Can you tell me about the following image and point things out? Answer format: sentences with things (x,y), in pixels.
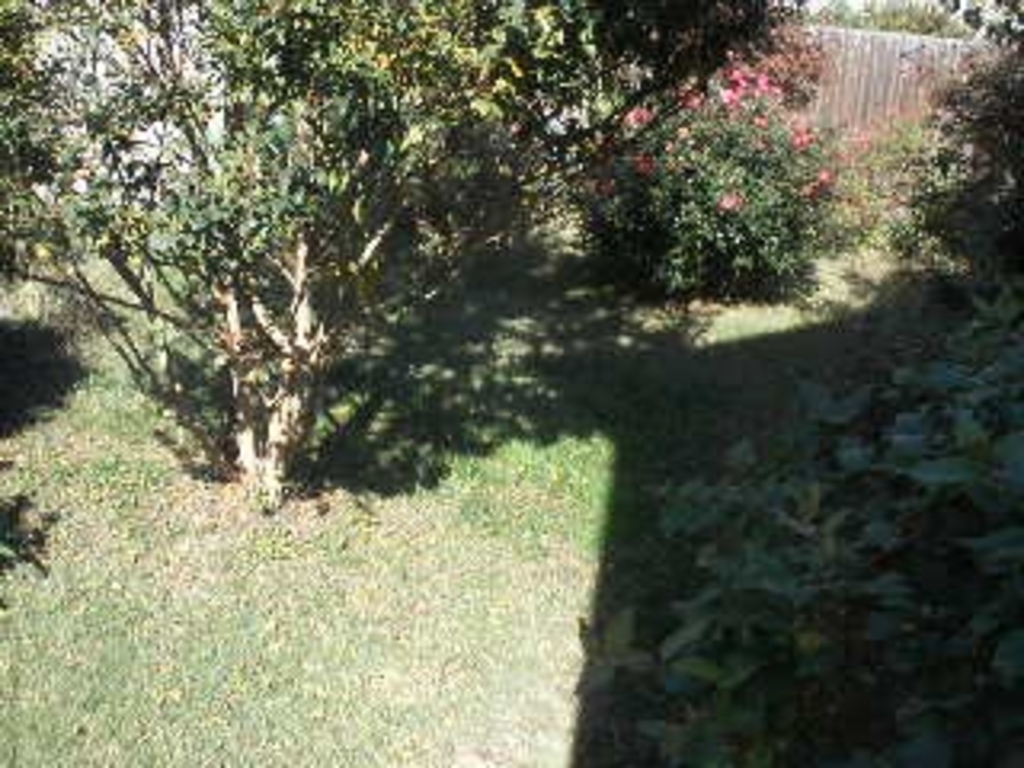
In this picture, we can see the ground (327,455), grass (546,545), plants (734,168), trees (270,319), and we can see some object (826,101) in the background (851,101).
